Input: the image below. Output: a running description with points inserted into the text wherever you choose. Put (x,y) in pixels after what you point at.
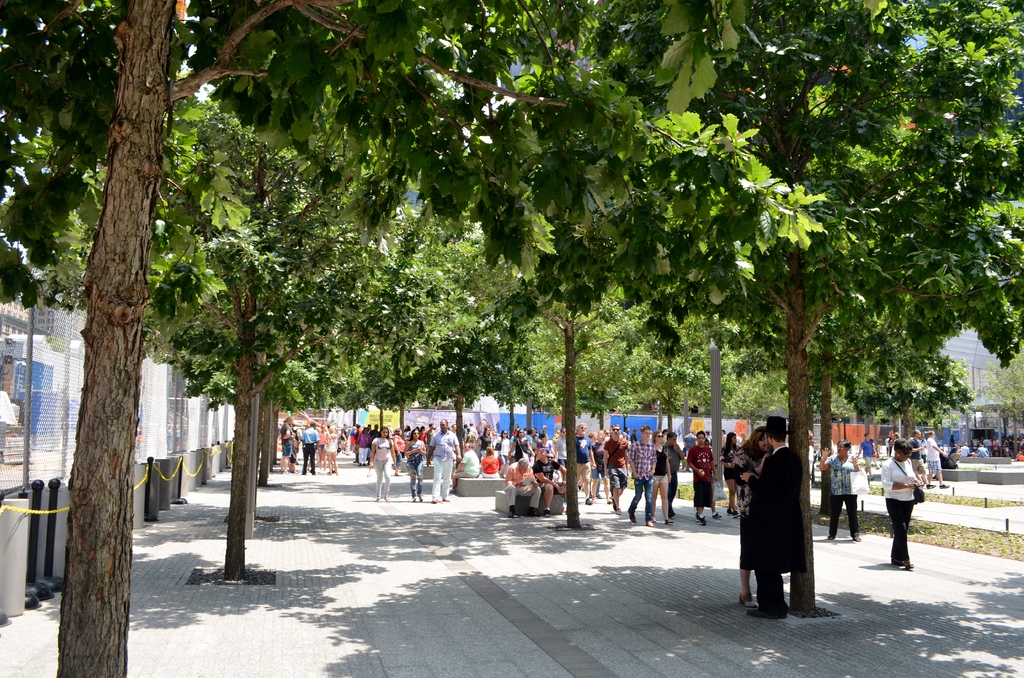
An outdoor picture. There are number of trees (515,244). This is a fence (21,388). Many number of people (665,451) are walking, as there is a movement in their legs (652,492). Few persons (536,487) are sitting.
